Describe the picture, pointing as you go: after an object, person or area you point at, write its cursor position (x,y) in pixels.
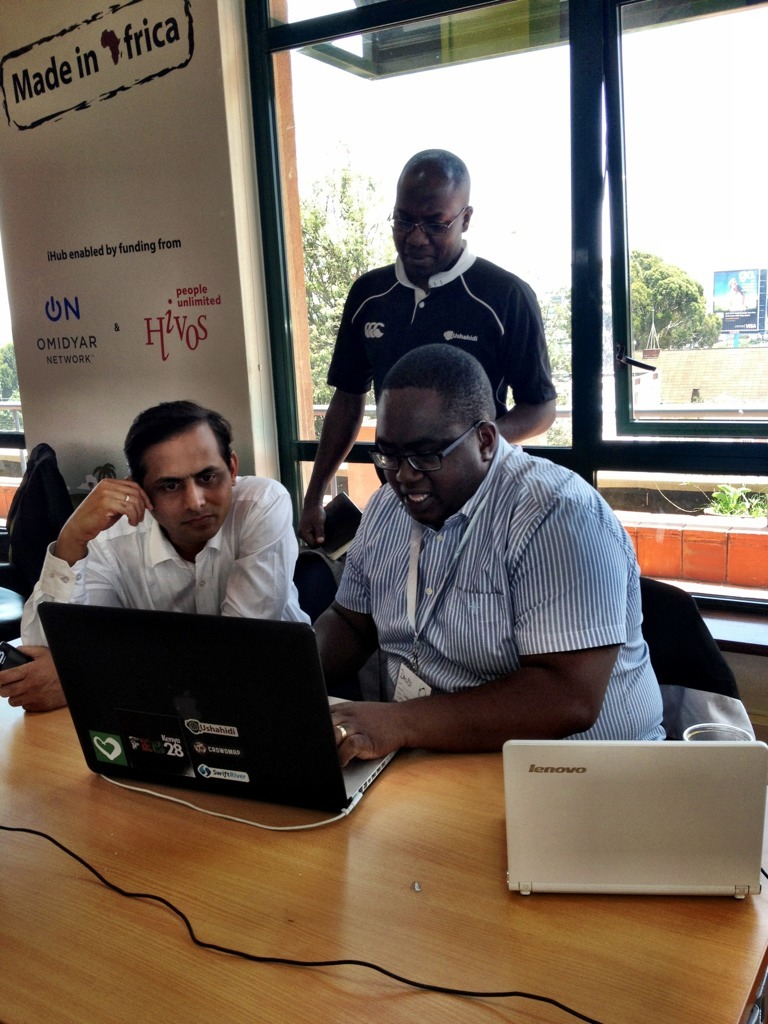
In this image we can see two people (236,603) sitting on the chairs (340,569) near the table (239,909), backside of these people (377,583) two glass windows (265,124) are there, some text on the wall (262,395), one man (536,345) standing and holding one book (355,521). There is one man (26,653) with white shirt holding cell phone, one big board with text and image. There are some objects (50,450) are on the surface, some plants (748,500), some trees (640,306) and some grass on the surface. There are two laptops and one wire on the wooden table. At the top (683,79) there is the sky (689,72).
